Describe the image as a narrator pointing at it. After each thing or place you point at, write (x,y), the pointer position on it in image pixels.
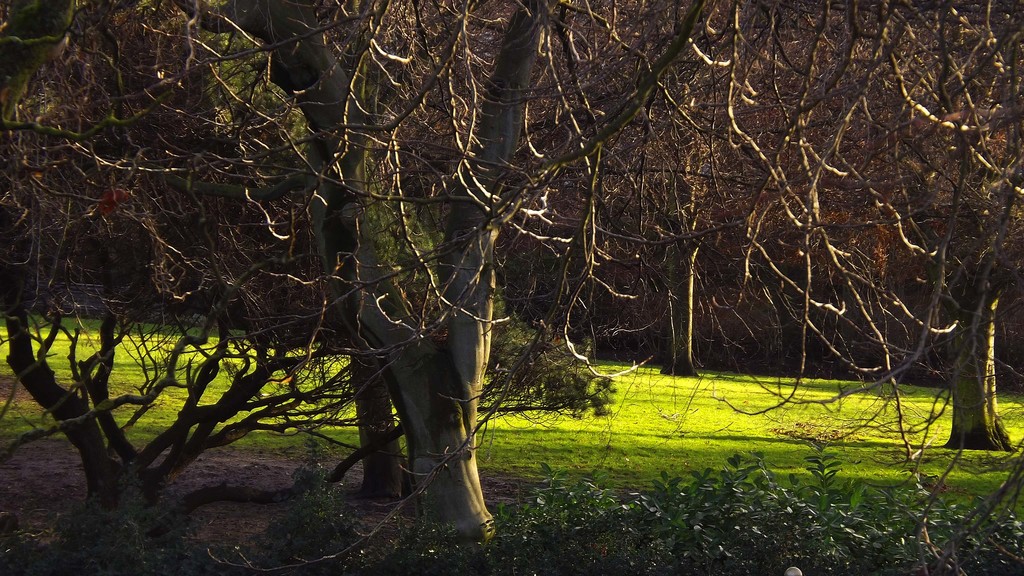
In this picture we can see the grass (806,451), plants (918,541), trees (685,269) and in the background (796,364) it is dark.
